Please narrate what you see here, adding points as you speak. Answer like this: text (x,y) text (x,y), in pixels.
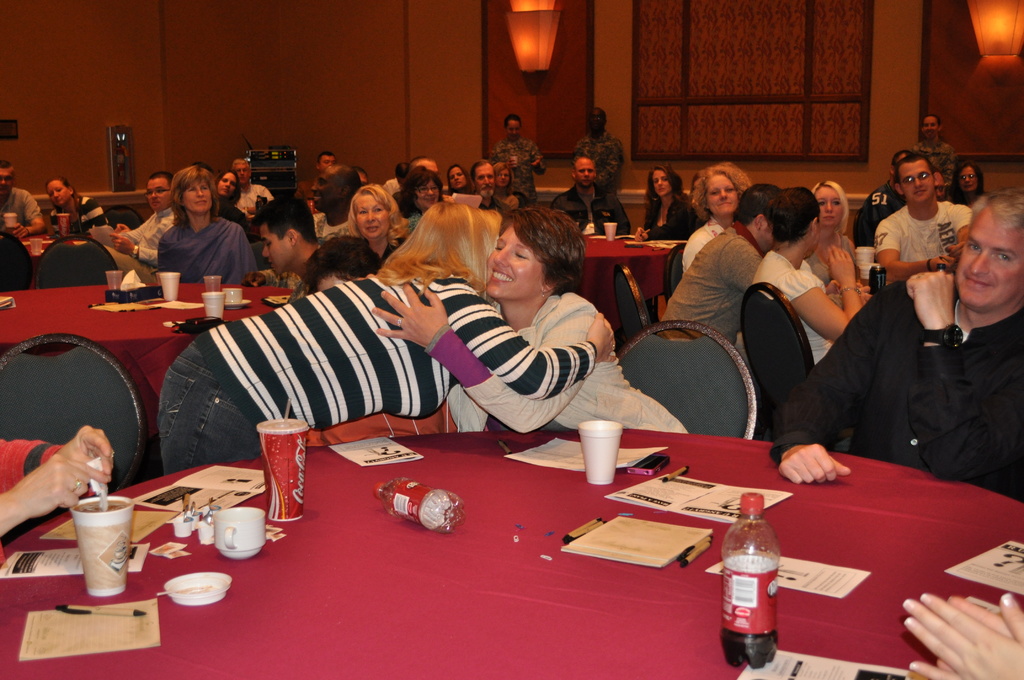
Here we can see all the persons (510,236) sitting on chairs (122,220) in front of a table (309,451). These two women (457,306) are greeting to each other. On the table (87,302) we can see tissuebox (140,279), papers (671,511), pens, cups (225,535), drinking glasses (287,425). bottles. These are lights (983,22). We can see three persons (927,127) standing here. These are devices (292,159).
